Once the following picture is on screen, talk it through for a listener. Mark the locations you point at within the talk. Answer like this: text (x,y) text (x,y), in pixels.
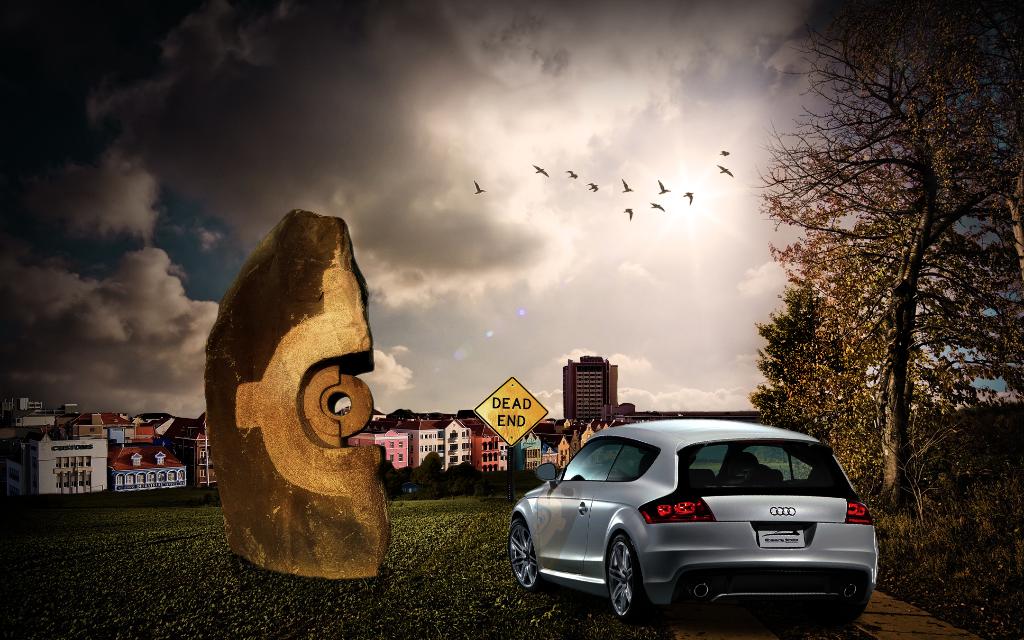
In the picture I can see a car (593,483) on the right side (785,465). There are trees (845,352) on the right side (850,362). There is a structured rock (352,421) on the left side of the picture (325,328). I can see the birds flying in the sky (697,183). In the background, I can see the buildings (582,386). I can see a caution board pole (497,409). There are clouds (367,105) in the sky (443,96).
